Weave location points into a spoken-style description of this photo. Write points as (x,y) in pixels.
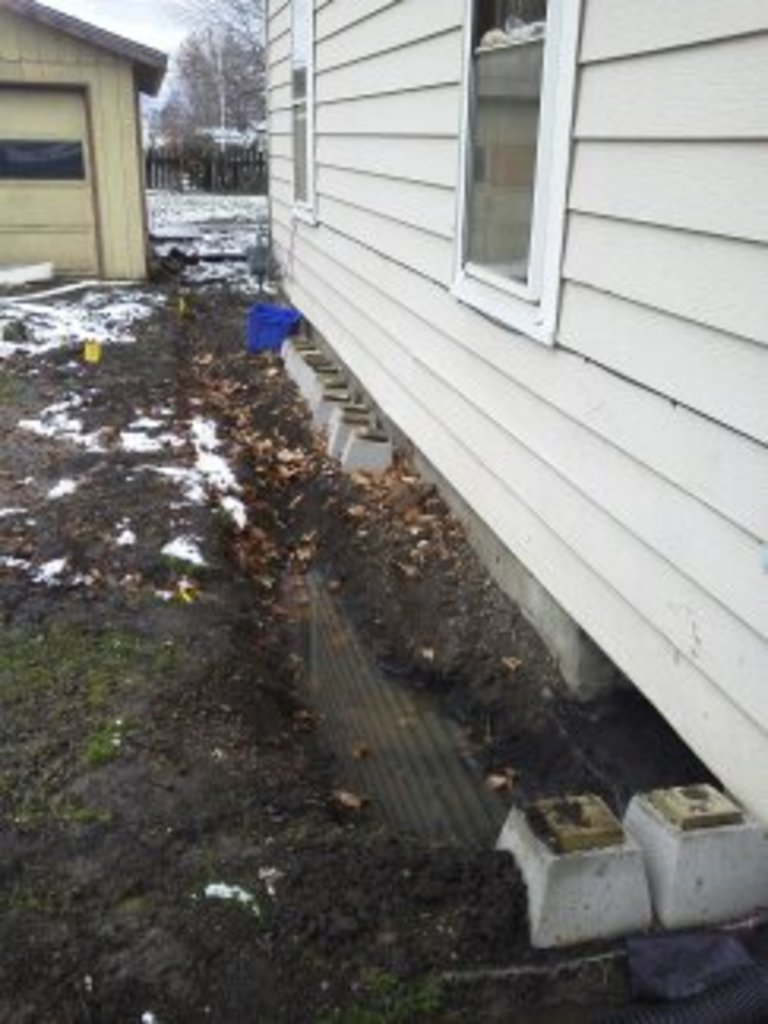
In this picture we can see houses (368,134), windows (530,252), mud (485,642) and snow (250,236). In the background of the image (225,88) we can see trees (240,49) and fence (240,180).
